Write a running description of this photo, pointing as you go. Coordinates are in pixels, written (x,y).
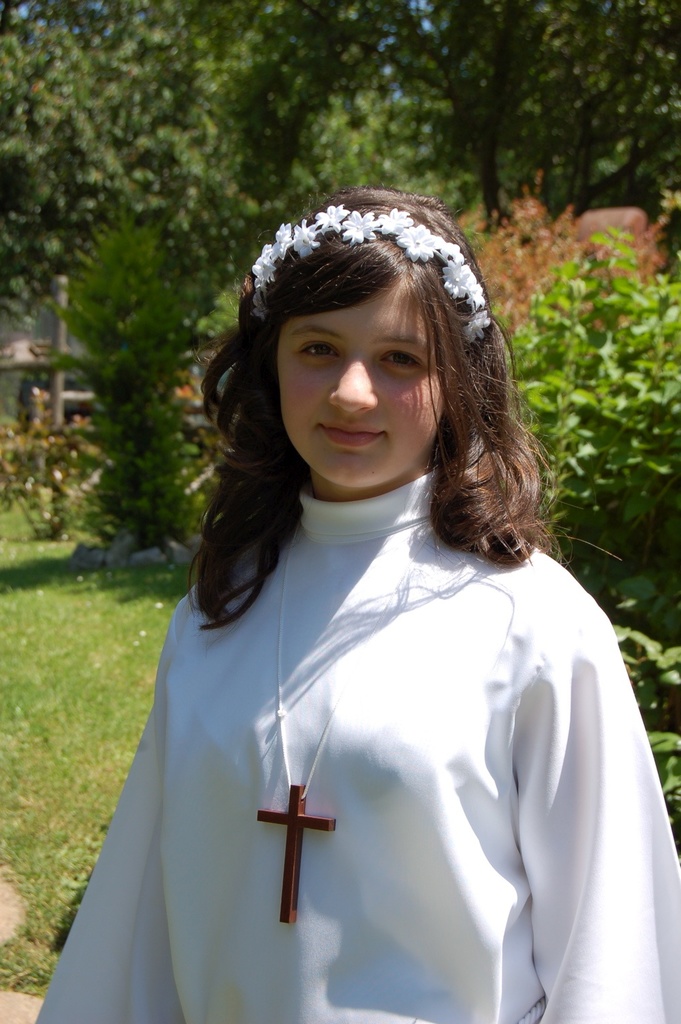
In this image we can see a woman (368,886) standing. On the backside (604,366) we can see some grass (121,728), plants (605,356), a group of trees (137,468), a pole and the sky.
